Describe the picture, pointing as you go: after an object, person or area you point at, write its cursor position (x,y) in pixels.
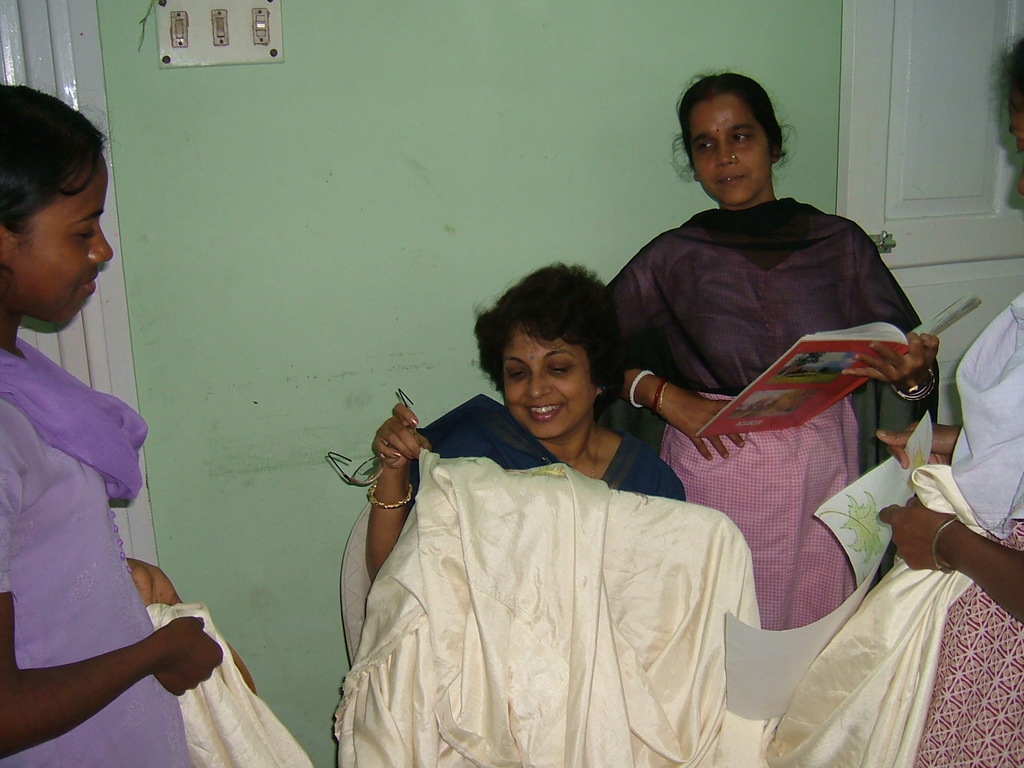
In this image I can see four people (482,355) with different color dresses (4,474). I can see these people (8,521) are holding the cream color cloth (665,665) and papers (778,640). One person (772,549) is holding the book (769,377). In the back (284,222) I can see the green color wall (407,160) and the door (886,65).
